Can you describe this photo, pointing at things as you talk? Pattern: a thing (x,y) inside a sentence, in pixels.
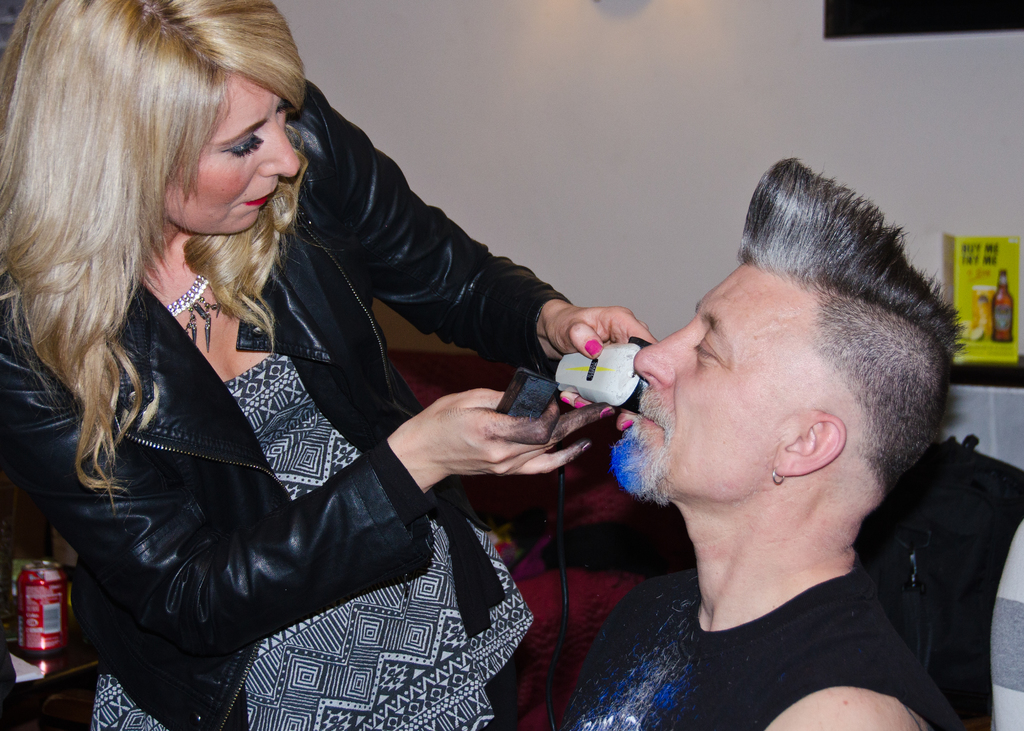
In this image I see a woman (250,330) who is wearing black jacket (48,401) and I see that she is wearing white and black dress (241,395) and I see that she is holding things (519,383) in her hands (552,411) and I see a man (721,456) over here who is wearing black tank top (756,641) and I see a can (52,586) over here. In the background (536,206) I see the wall (682,149) and I see the yellow color thing (973,276) over here.
